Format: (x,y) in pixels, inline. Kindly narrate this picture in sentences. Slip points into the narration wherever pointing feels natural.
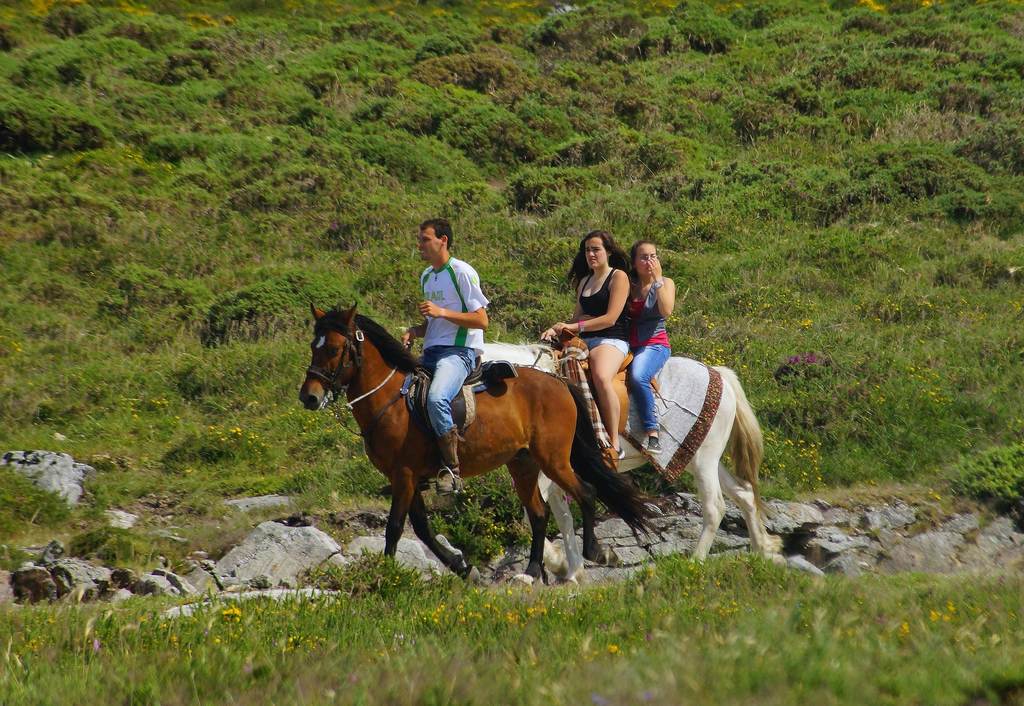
There are few people (447,395) riding on horses (558,476). In the background (345,266) there are plants (589,195) and grass (166,496).
